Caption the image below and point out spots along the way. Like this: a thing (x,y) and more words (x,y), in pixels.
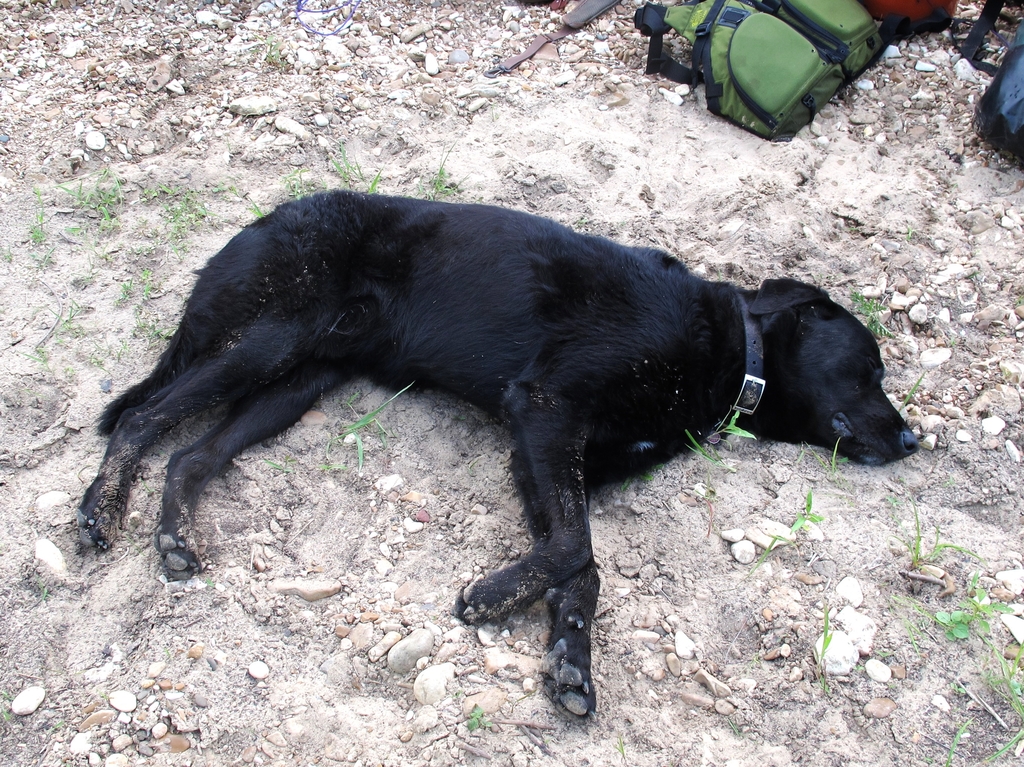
In this picture I can see a black dog (686,334) laying on the sand (442,455), there are stones (992,57), grass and these look like bags (829,53).
